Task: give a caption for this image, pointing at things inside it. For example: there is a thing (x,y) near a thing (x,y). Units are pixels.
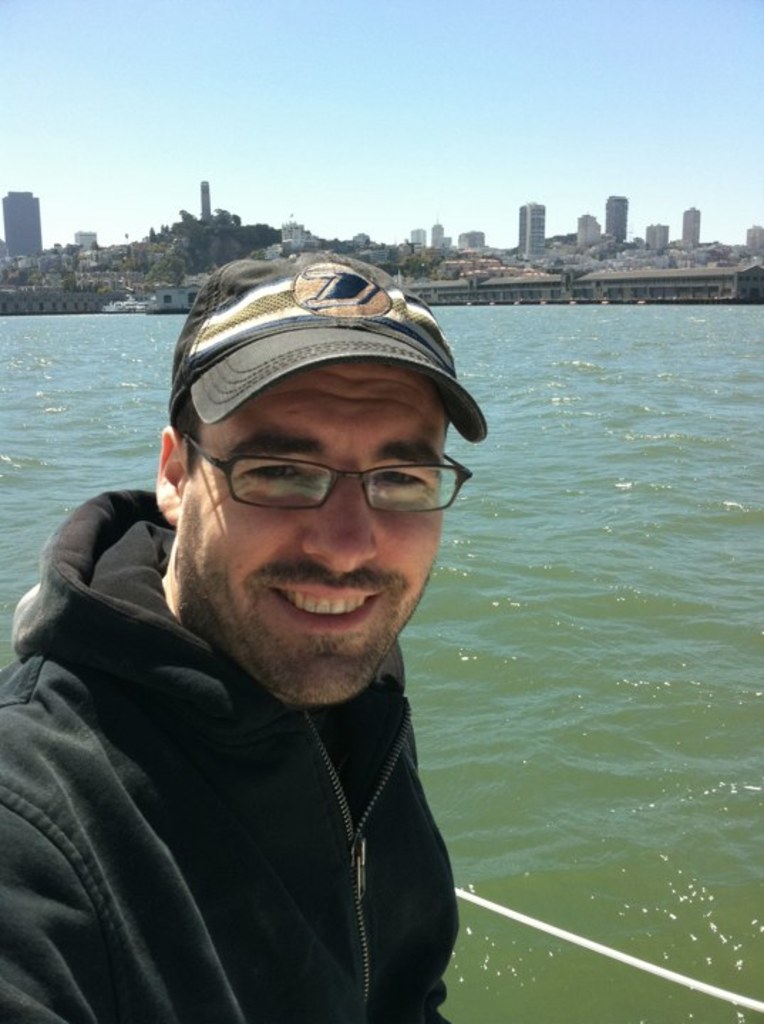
There is a person (354,513) standing in the foreground area of the image (378,443), there are buildings (472,268), water (699,554) and the sky (527,14) in the background (490,126).
